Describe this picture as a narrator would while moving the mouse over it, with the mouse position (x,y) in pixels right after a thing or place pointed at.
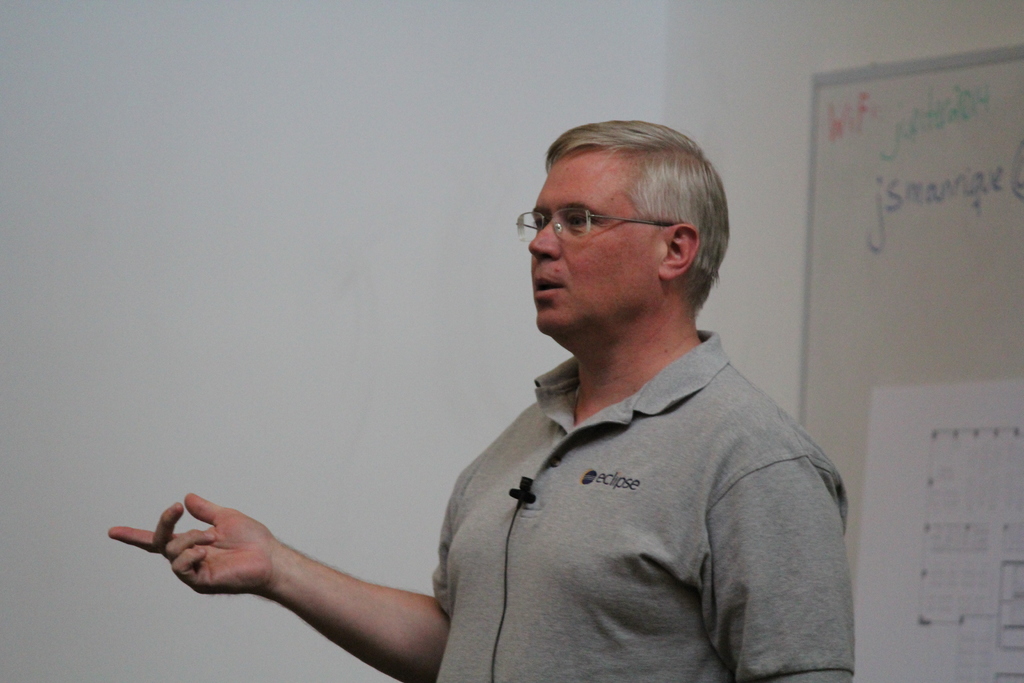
A man (676,201) is speaking in the microphone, he wore a t-shirt (669,488). In the right side (859,309) its a board (1009,291).
